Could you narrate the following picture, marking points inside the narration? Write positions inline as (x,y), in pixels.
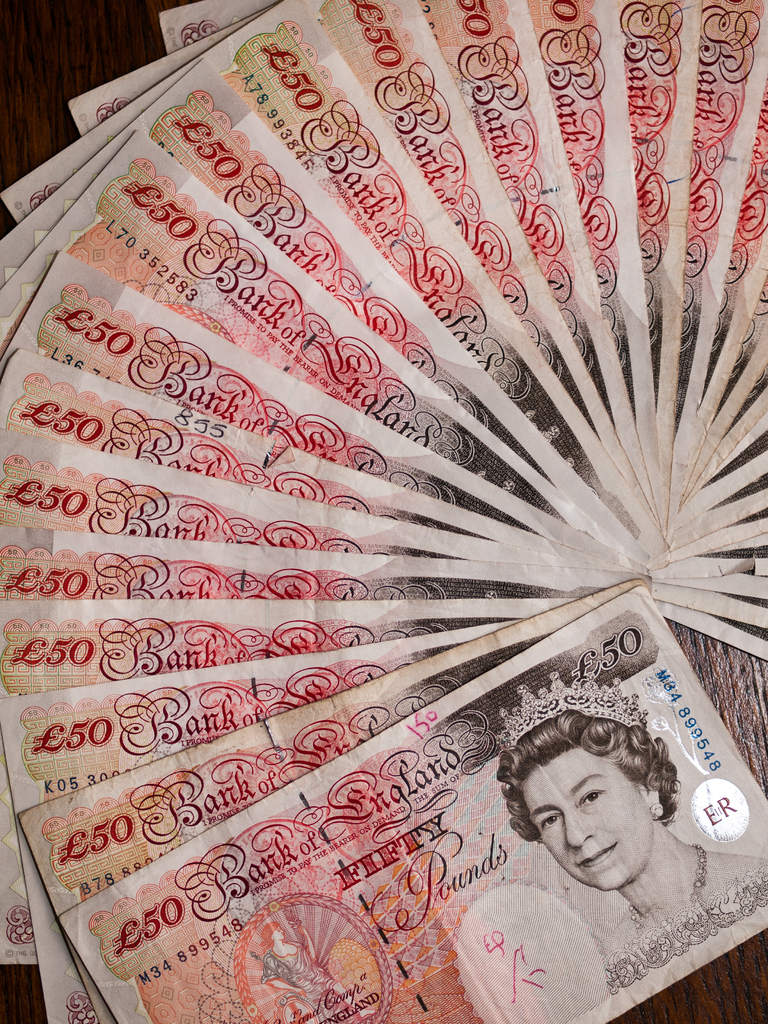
These are the banknotes (509,357) of the pound sterling. I can see the picture (558,725) of a woman (628,784) with a crown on a banknote (664,857).
